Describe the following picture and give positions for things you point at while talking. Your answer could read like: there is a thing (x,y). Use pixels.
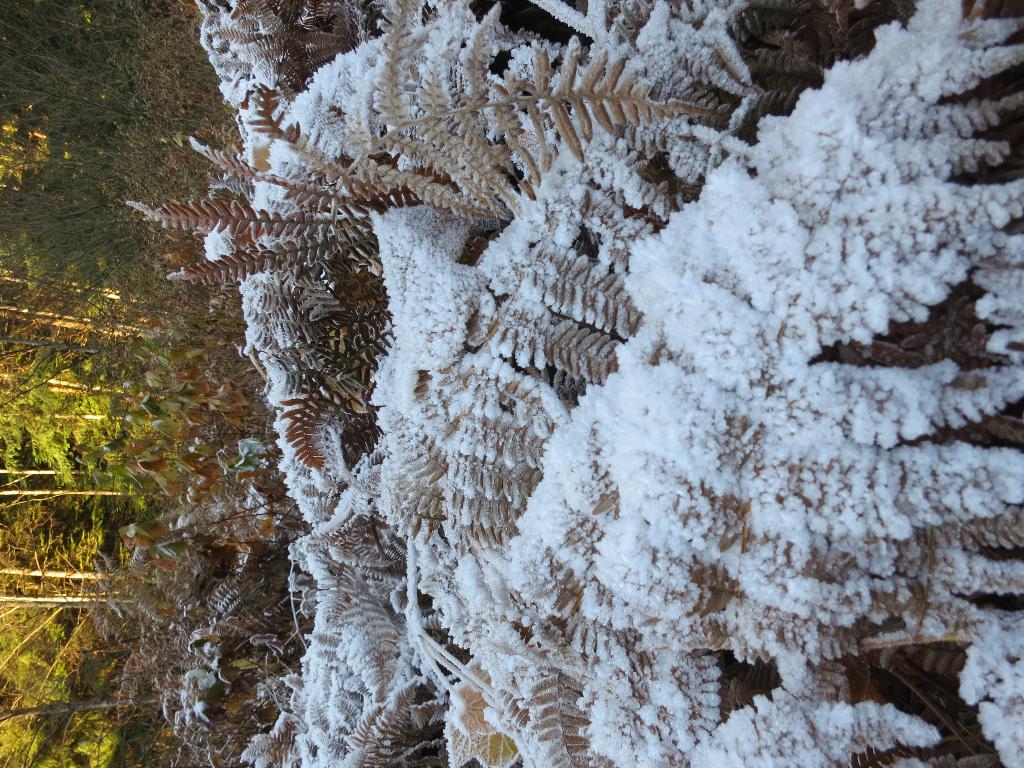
In this image we can see trees (56,167) and plants (684,293).
